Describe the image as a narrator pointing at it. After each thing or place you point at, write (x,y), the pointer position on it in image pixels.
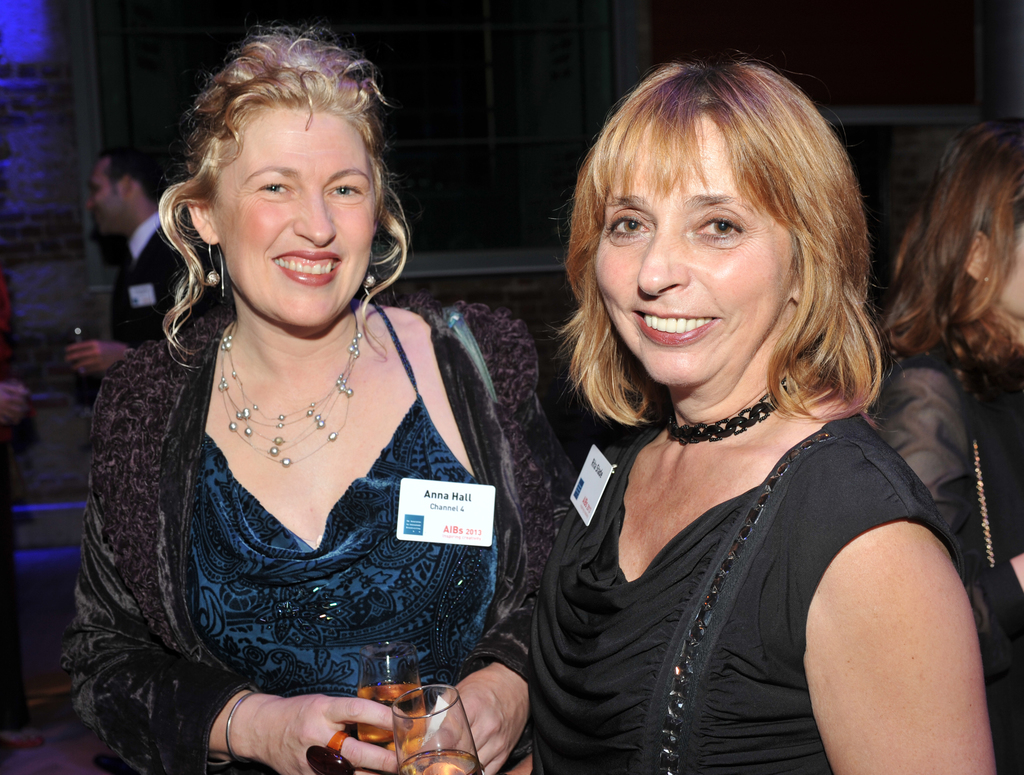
2 women (372,425) are standing and smiling. They are holding glass (428,738) of drink (418,760). There are other people (945,318) behind them.
